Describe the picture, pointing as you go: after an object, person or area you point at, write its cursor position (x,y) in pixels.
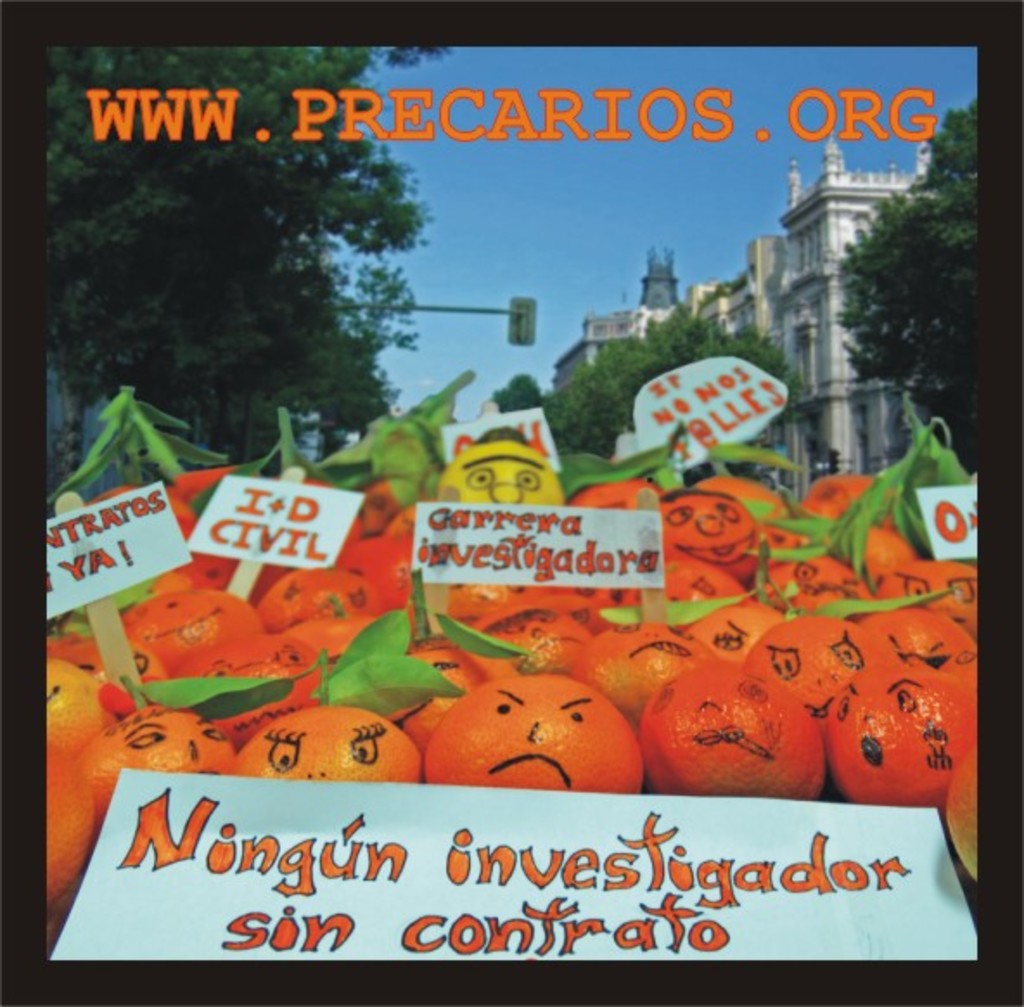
This is an edited image in which there are objects (549,724) which are orange in colour and there are boards (448,548) with some text (564,563) written on it. In the background (298,283) there are trees (703,349) and buildings (602,349) and poles (489,311) and at the top of the image (702,109) there is some text (607,109).
